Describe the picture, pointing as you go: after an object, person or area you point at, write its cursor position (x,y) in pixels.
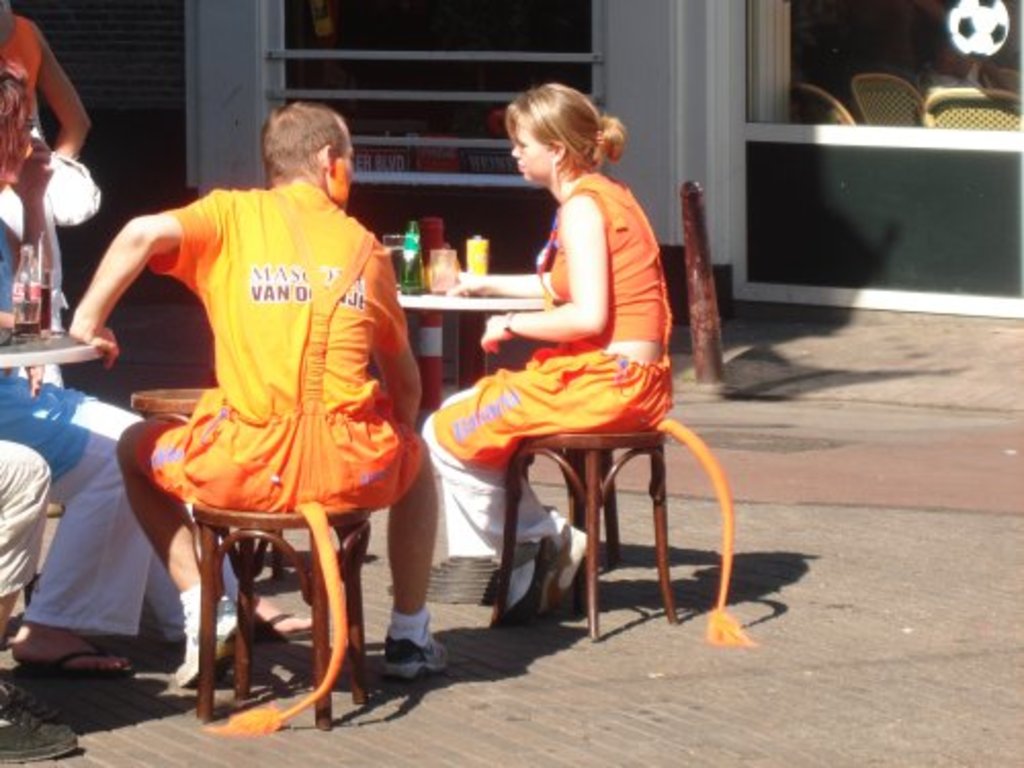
This picture shows two people (328,435) seated on the chairs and we see some bottles (413,278) and glasses (429,279) on the table (445,304) and we see a woman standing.
